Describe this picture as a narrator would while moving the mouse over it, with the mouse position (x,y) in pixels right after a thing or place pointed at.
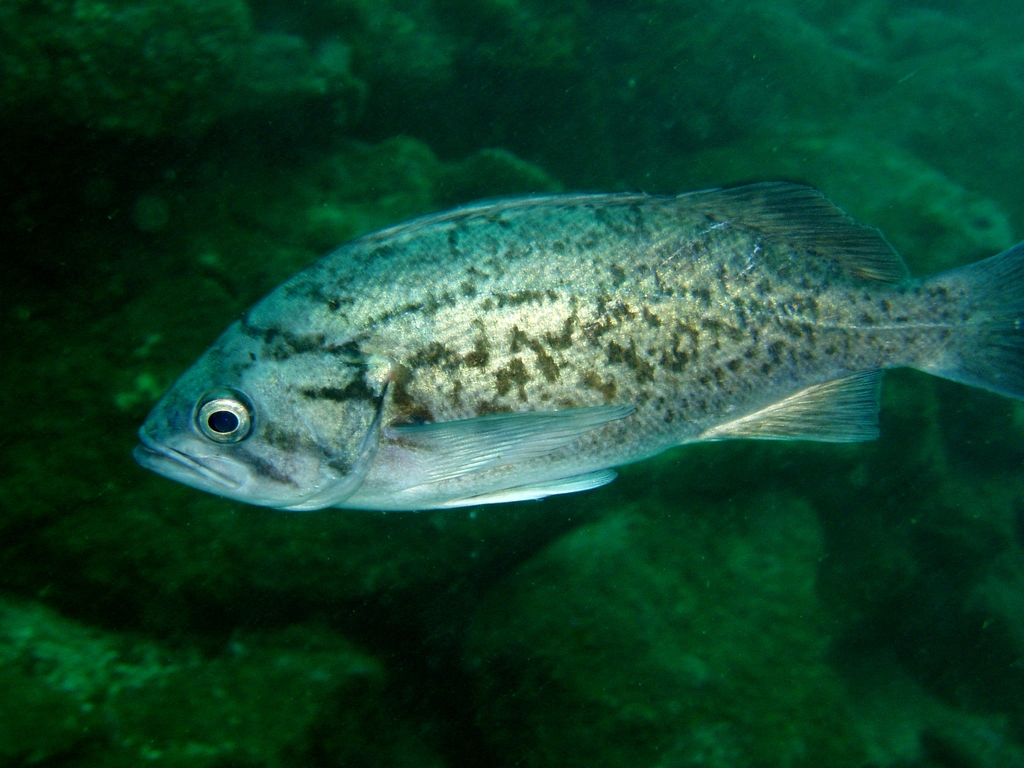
There is a fish (475,321) in the water (954,41). In the background (141,677), there are rocks (89,488).
